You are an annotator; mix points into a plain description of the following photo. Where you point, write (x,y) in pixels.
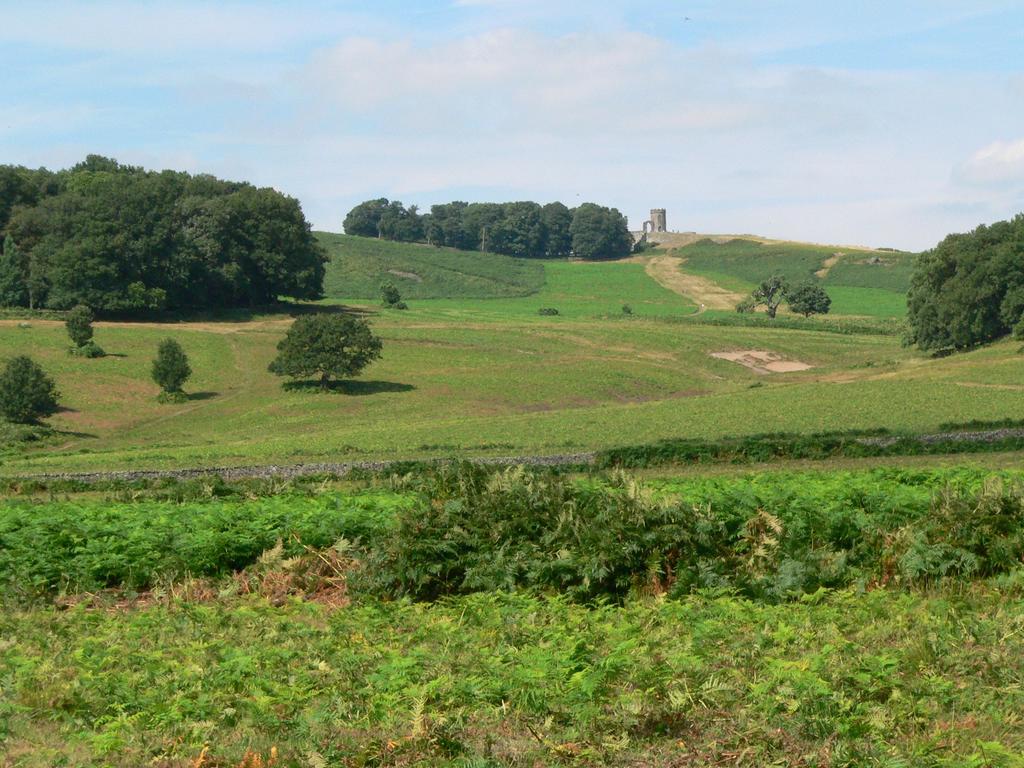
In this picture I can observe some plants (416,521), grass (383,332) and trees (433,229) on the ground (510,412). In the background (385,111) there are clouds (341,93) in the sky (542,108).
